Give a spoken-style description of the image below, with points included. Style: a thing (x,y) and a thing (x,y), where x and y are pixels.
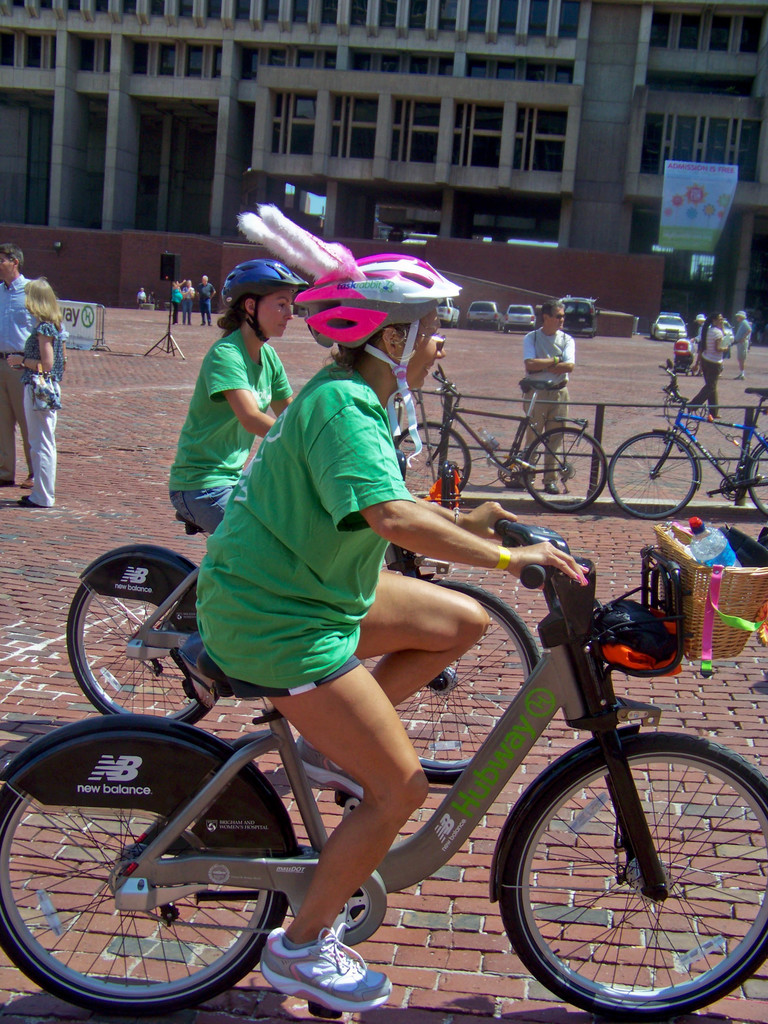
In the image there are two women (201,607) riding cycle (132,587) on the path (477,331), behind the women (331,448) there is a huge building (169,151) and in front of the building (564,292) there are some vehicles (662,317) parked and people (201,297) are walking around the path (600,344).
